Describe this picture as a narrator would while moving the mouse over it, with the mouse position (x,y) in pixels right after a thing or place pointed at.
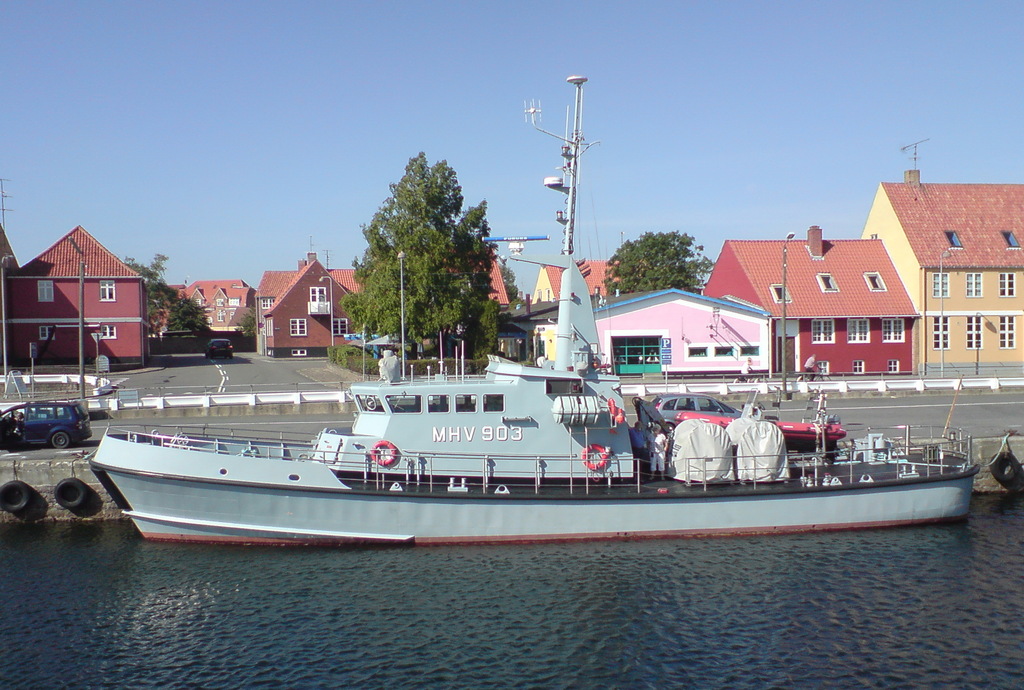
In this image at the bottom (53,577) there is a river (385,577), and in the river (743,571) there is some ship (696,475). In the ship (740,477) there are some bags (750,451), life rings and some other objects (793,445). In the background (347,284) there are houses (780,306), trees (408,321), poles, wires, lights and in the center (662,405) there is a vehicle (80,420) and road (761,402). At the top of the image (721,131) there is sky (425,115).
